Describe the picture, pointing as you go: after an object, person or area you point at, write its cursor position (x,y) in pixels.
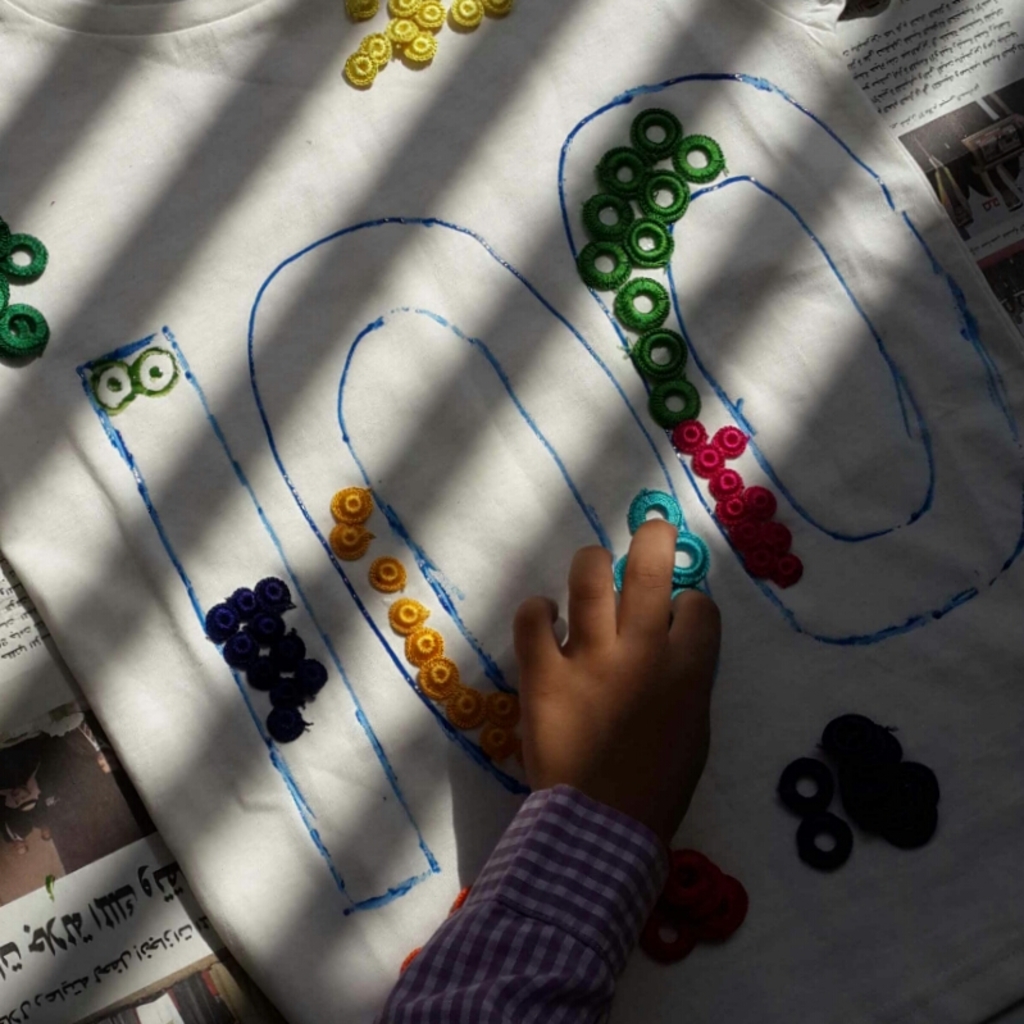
There are some objects (383,579) and a hand (687,627) on the cloth (573,461) and newspapers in the image.
